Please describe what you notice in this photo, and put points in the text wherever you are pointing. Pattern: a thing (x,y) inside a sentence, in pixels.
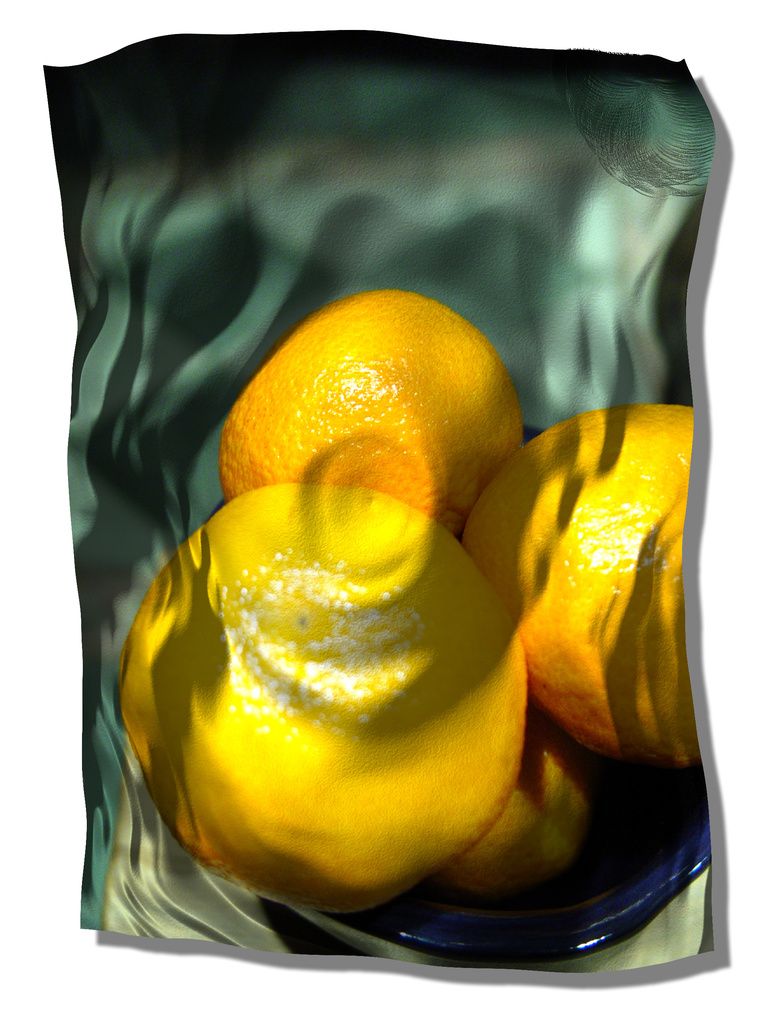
In the image we can see four fruits (458,657) in the bowl (627,913).
